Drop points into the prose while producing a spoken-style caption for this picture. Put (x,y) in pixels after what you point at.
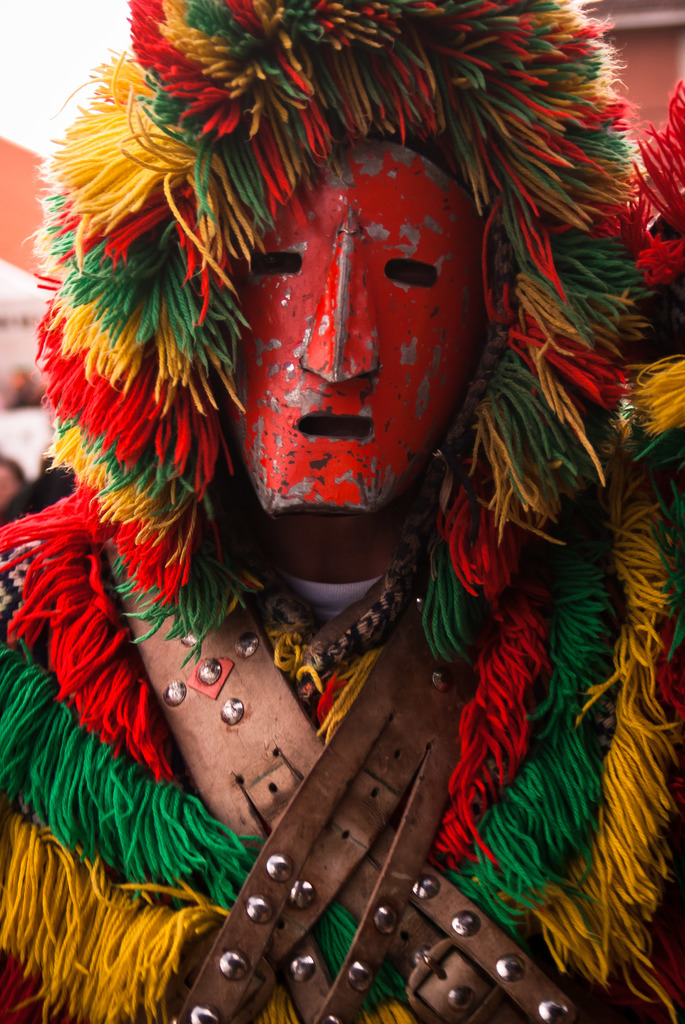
In the picture we can see a person (348,632) wearing different costume (390,641) and also covering his face (362,395) with mask (354,417).
